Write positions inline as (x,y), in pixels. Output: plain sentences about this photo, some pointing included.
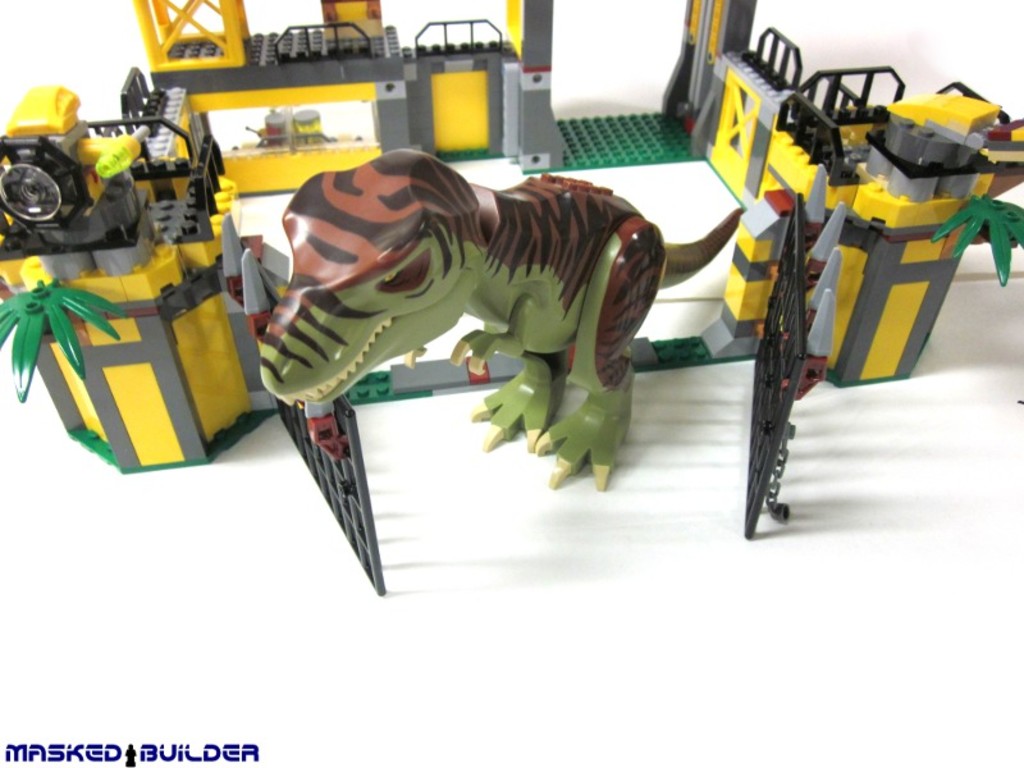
In this image in the center (368,273) there are some building blocks (385,376) and one toy (481,408), at the bottom of the image (194,751) there is some text (248,745).
